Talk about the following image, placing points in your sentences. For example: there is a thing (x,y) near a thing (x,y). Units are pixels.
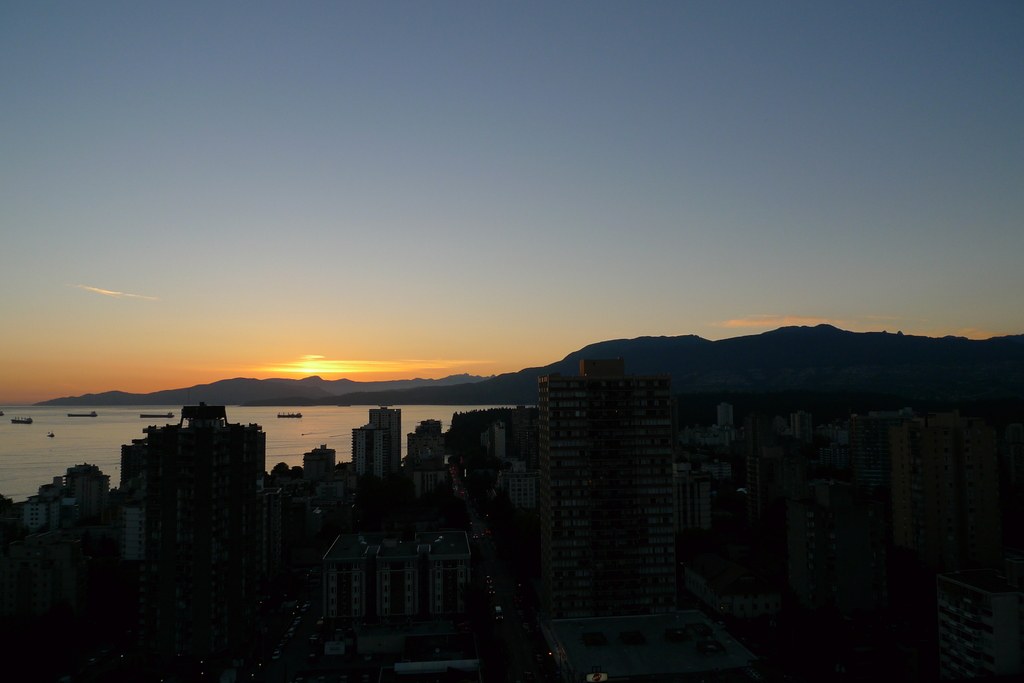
This is an outside view. At the bottom of the image (651,464) I can see the buildings (609,518). On the left side (66,447) there is a sea (99,428) and I can see few boats (83,415) on the water (121,421). In the background (851,376) there are few hills (632,353). At the top of the image (330,128) I can see the sky (127,177).
